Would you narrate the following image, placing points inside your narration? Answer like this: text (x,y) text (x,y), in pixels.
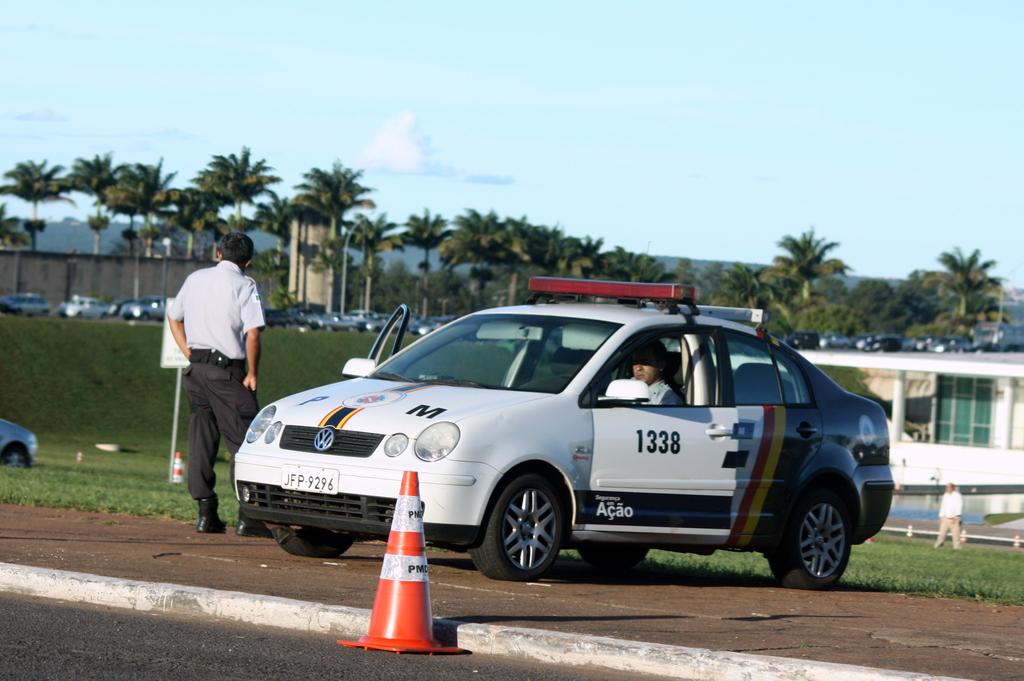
In this image in the middle (519,404) there is a car (555,414) inside that there is a man (647,372). On the left (249,357) there is a man (249,357), he wears a shirt (234,282), trouser (207,451), shoes (215,518). In the middle (675,245) there are many cars (385,317), trees (491,305), houses (936,414), people (955,505), grass (163,459), hills (110,240), sky (399,194) and clouds (399,147). At the bottom (195,662) there is a road (241,640) and there is a cone (383,568).
